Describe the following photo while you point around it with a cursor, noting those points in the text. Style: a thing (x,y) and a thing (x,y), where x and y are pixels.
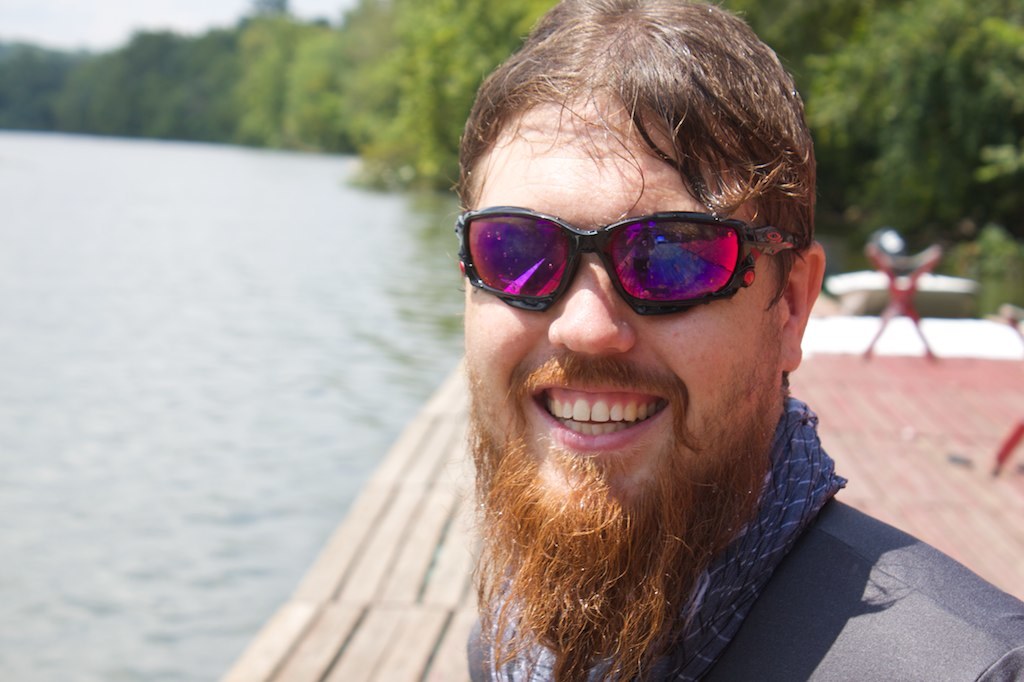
In this image I can see a person (610,361) wearing grey dress (822,571) and glasses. Back I can see few trees (930,35), water (134,496) and it is blurred.
